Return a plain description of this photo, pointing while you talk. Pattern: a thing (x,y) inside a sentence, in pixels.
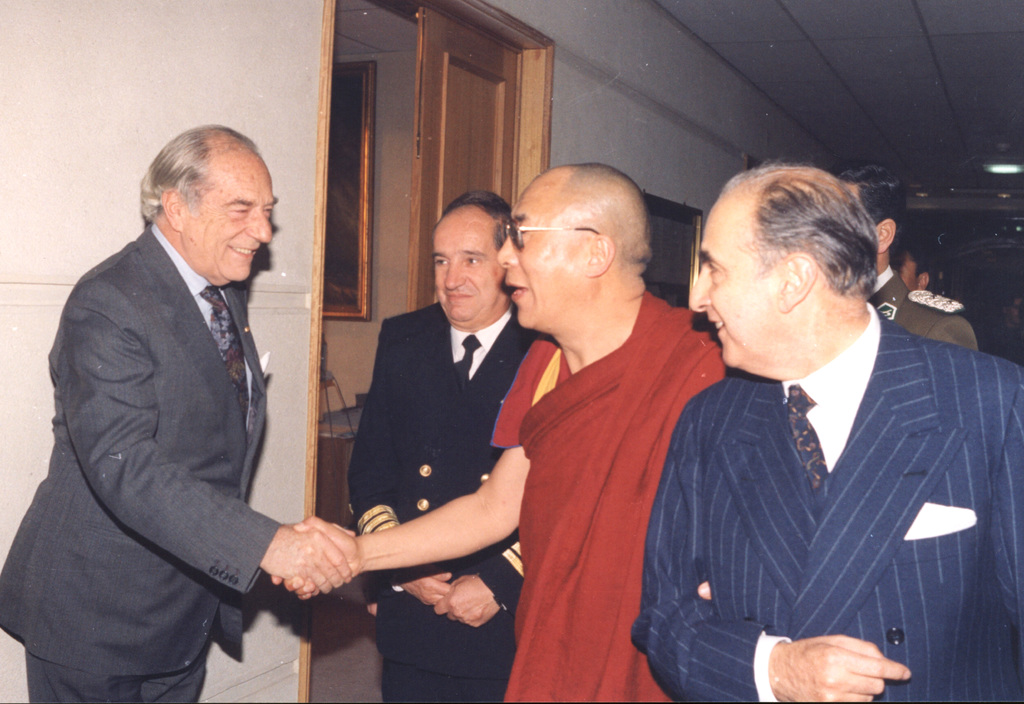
In this image there are group of people (594,291) standing, two persons (510,486) handshaking each other, and in the background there are frames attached to the wall (303,316), chair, lights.
